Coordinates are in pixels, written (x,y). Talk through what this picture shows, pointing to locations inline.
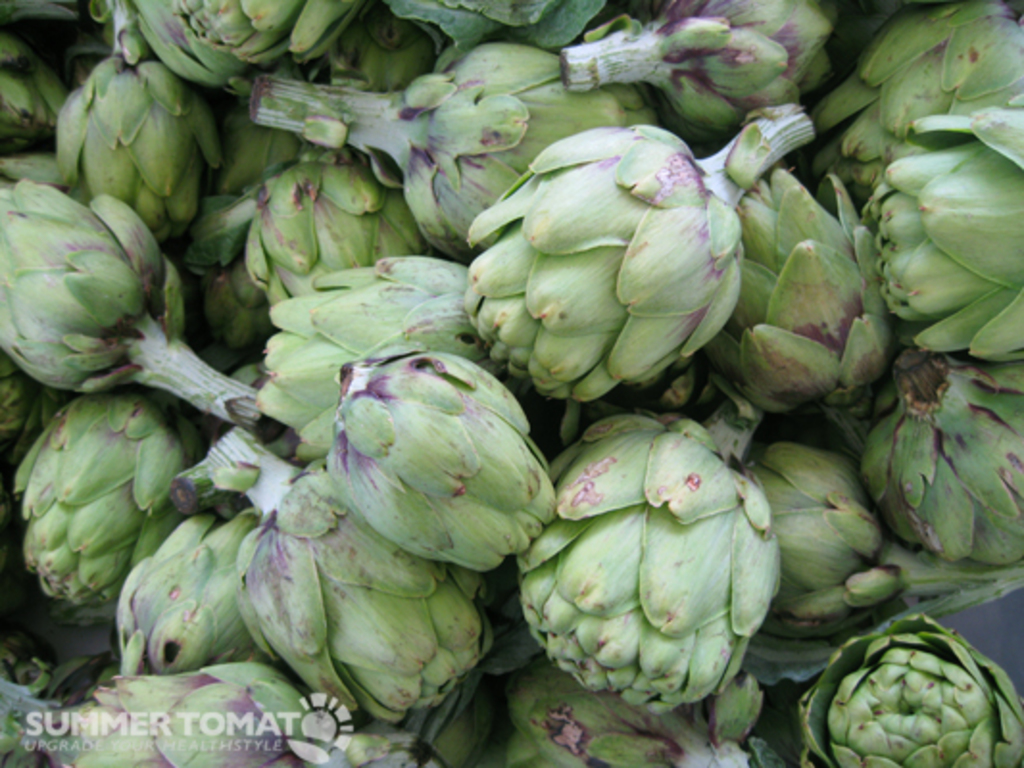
In this image we can see a group of artichokes (567,550).
